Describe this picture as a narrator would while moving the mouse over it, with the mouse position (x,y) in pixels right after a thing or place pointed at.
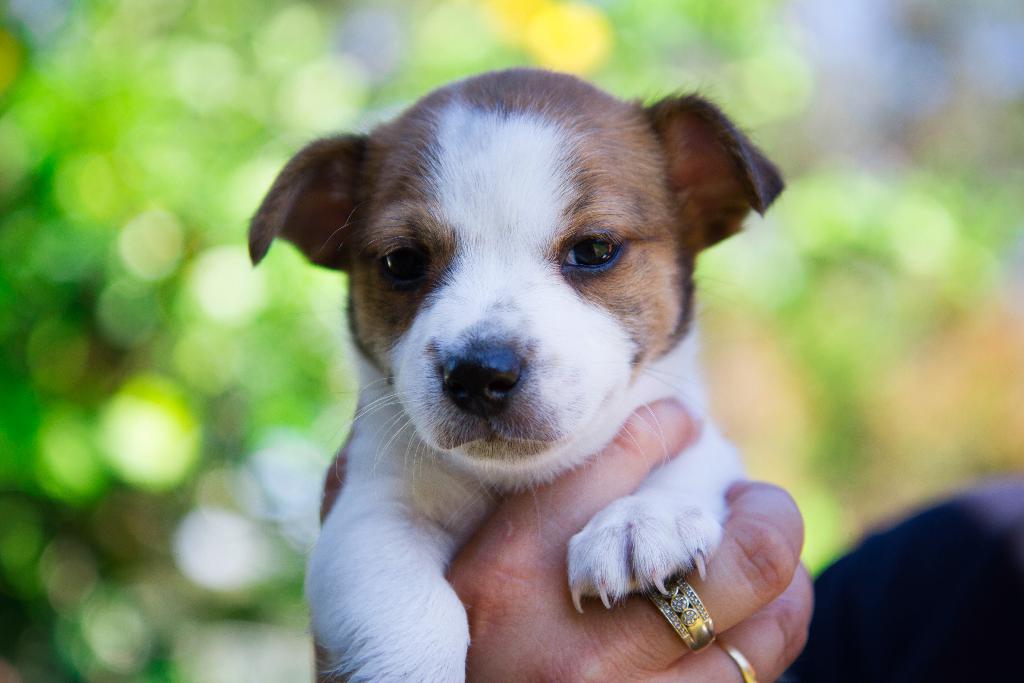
In this image we can see a person's hand (558,671) holding a dog (427,475). Here we can see rings (671,618) to the fingers (726,606). The background of the image (62,318) is blurred.
